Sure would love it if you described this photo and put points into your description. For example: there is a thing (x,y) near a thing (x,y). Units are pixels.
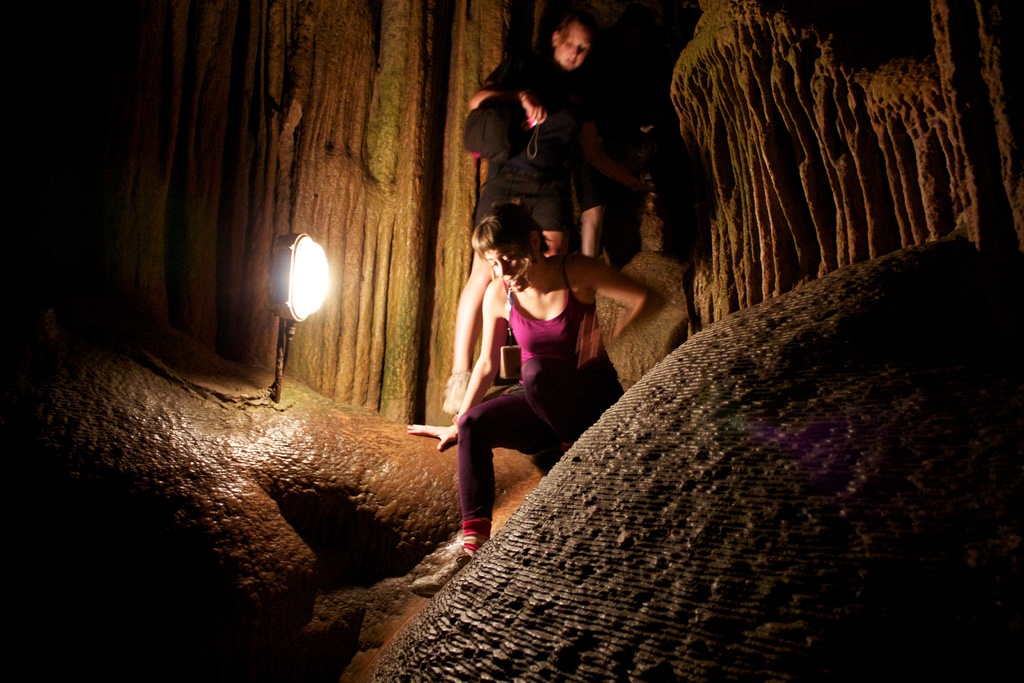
In this picture we can see two persons (540,261), on the left side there is a lamp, we can see a rock (774,512) on the right side (813,542).
